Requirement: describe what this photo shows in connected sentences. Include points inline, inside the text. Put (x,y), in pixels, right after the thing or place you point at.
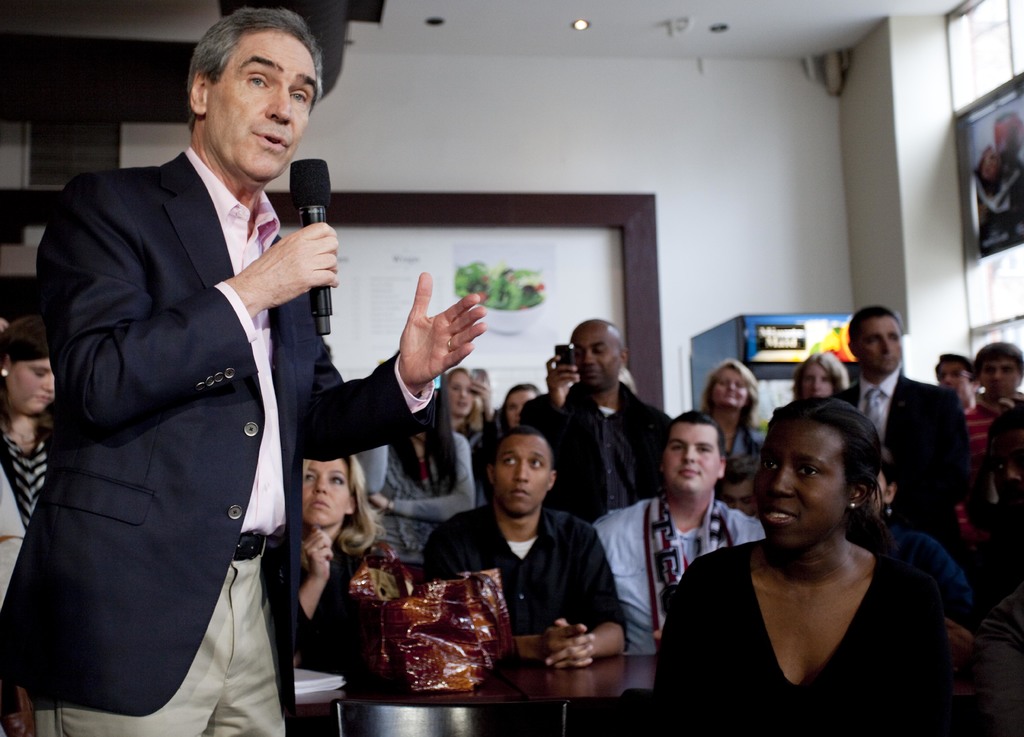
In this image we can see a man (166,455) wearing the suit (311,337) and holding the mike (317,245) and standing. In the background (318,560) we can see the people (702,517) sitting. We can also see a few people (718,394) standing. There is also a table (544,676) and we can see the bags (445,643) on the table (488,678). In the background (557,240) we can see the board (432,246), wall (656,185), window (973,90), poster (993,181) and also the ceiling (566,26) with the ceiling lights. We can also see the minute maid machine (790,353).
